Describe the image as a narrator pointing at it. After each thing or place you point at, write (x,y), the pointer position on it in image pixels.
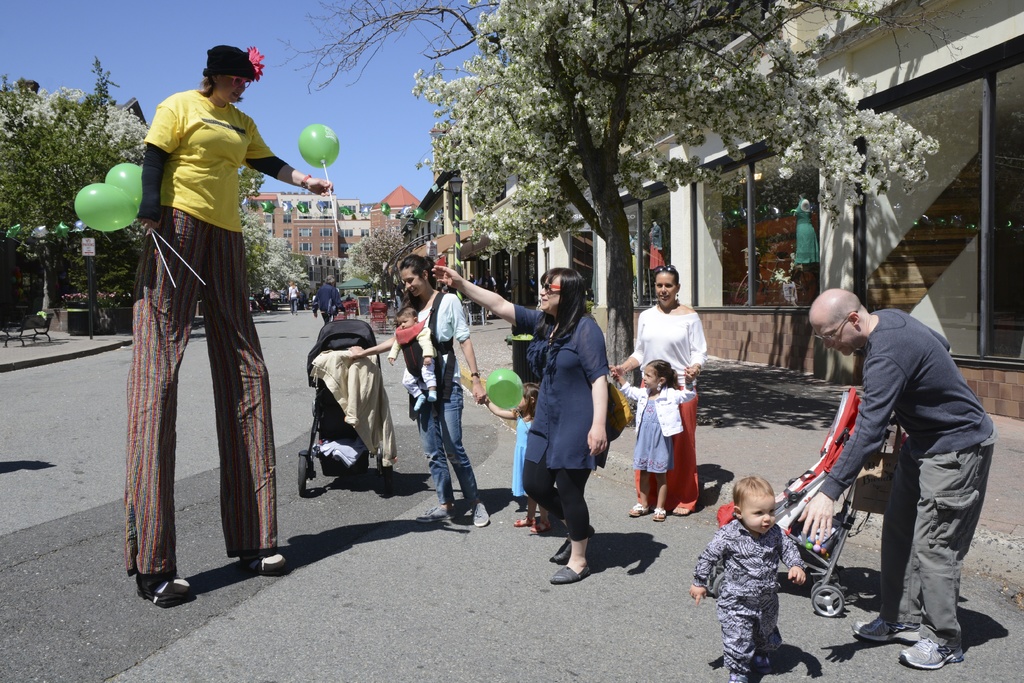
In this image I can see group of people (447,382), some are standing and some are walking and I can also see few balloons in green color, few strollers (842,429). In the background (603,220) I can see few trees (590,32) in green color, buildings (637,221) and the sky (313,74) is in blue color.
